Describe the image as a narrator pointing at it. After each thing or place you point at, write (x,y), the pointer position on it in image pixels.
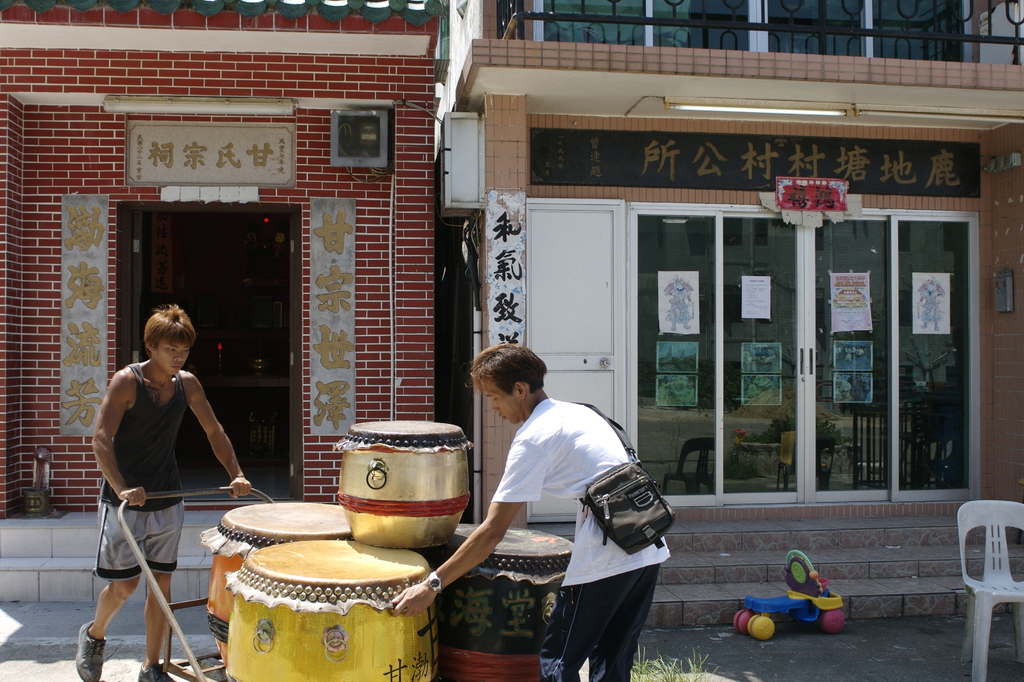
Here in this picture, in the front (472,598) we can see two persons (170,473) present on the ground (115,662) and one person (133,458) is pulling the trolley (179,490) and the other (550,664) is managing the drums (386,617) and barrels (509,659) present on the trolley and we can see the person (558,458) on the right side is carrying a bag (615,507) and beside him we can see a toy (806,589) and a chair (963,572) present and we can also see a store (585,62) with doors (571,263) present and we can also see a hoarding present and we can see some posters (693,321) pasted on the walls (677,345) present.
